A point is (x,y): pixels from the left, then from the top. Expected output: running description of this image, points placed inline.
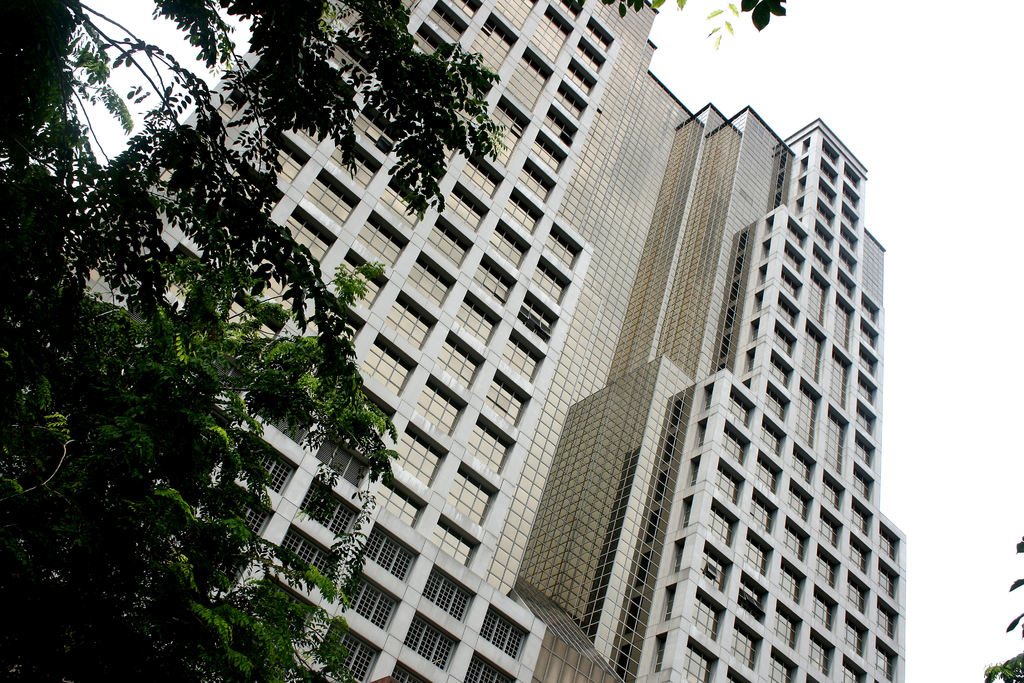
In this image we can see trees (230,651), tower building (585,352) and the sky (984,191) in the background (917,295).
